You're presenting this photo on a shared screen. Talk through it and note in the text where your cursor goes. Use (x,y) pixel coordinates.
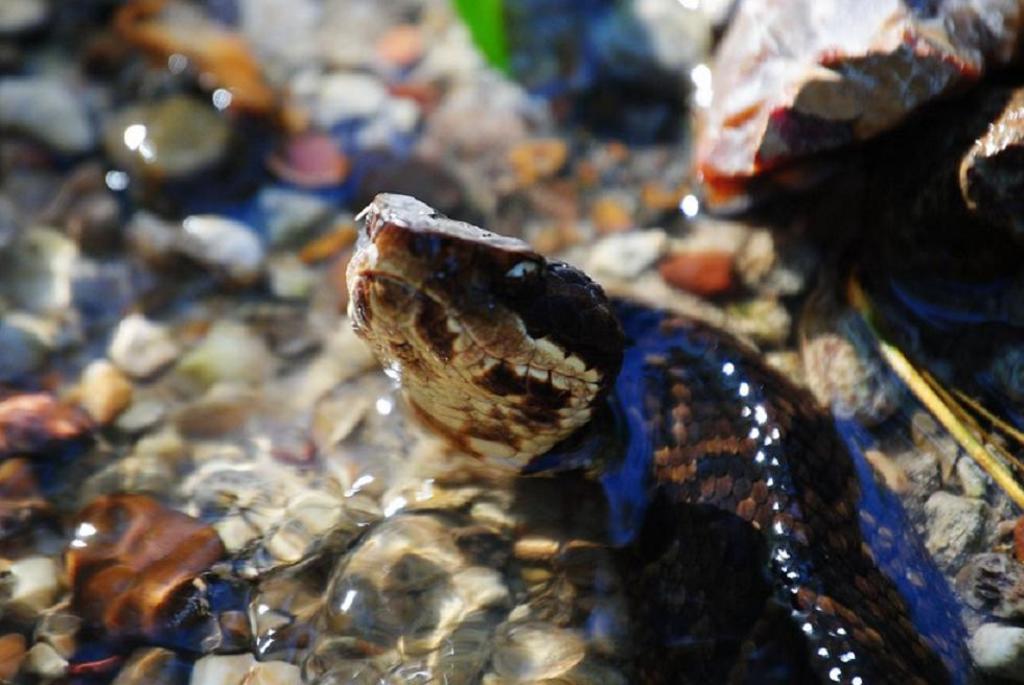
In this picture we can see a snake (762,519) in the front (749,504), we can see a blurry background (624,204).
